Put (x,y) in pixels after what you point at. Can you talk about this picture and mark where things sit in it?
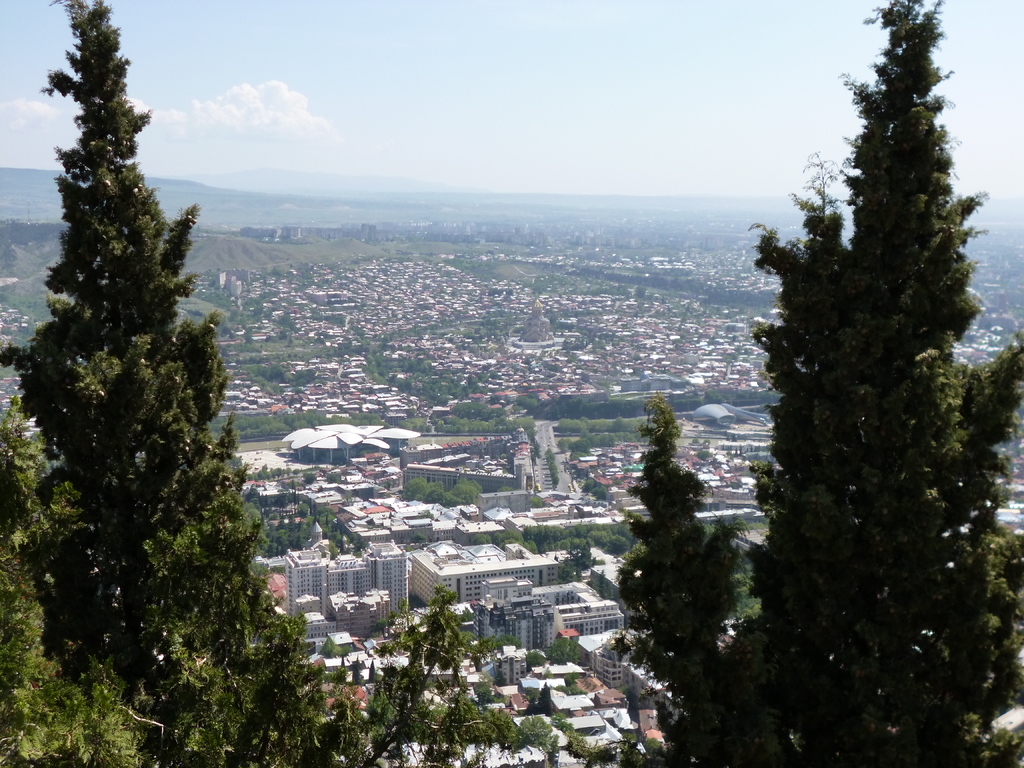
This is a view of a city (577,504). In this image we can see there are buildings (503,574) and trees (518,420). On the left (165,473) and right side of the image (817,501) there are huge trees (129,480). In the background (523,121) there is a sky (503,119).
